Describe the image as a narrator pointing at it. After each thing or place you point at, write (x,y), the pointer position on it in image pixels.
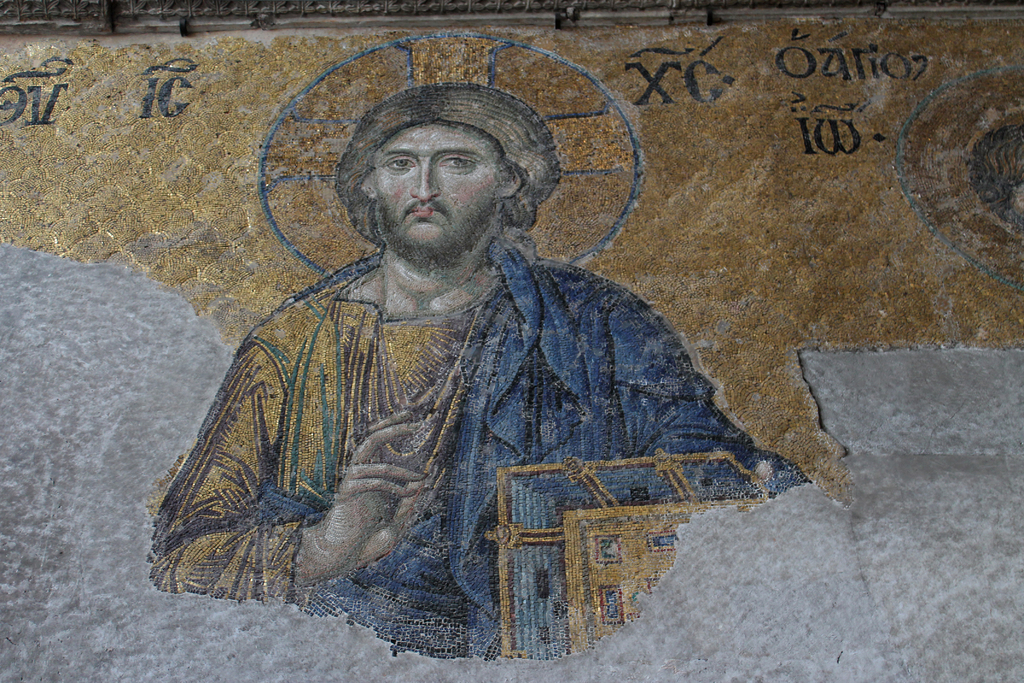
In the picture we can see a rock wall (749,612) on it we can see a painting (423,539) of Jesus (424,523).
